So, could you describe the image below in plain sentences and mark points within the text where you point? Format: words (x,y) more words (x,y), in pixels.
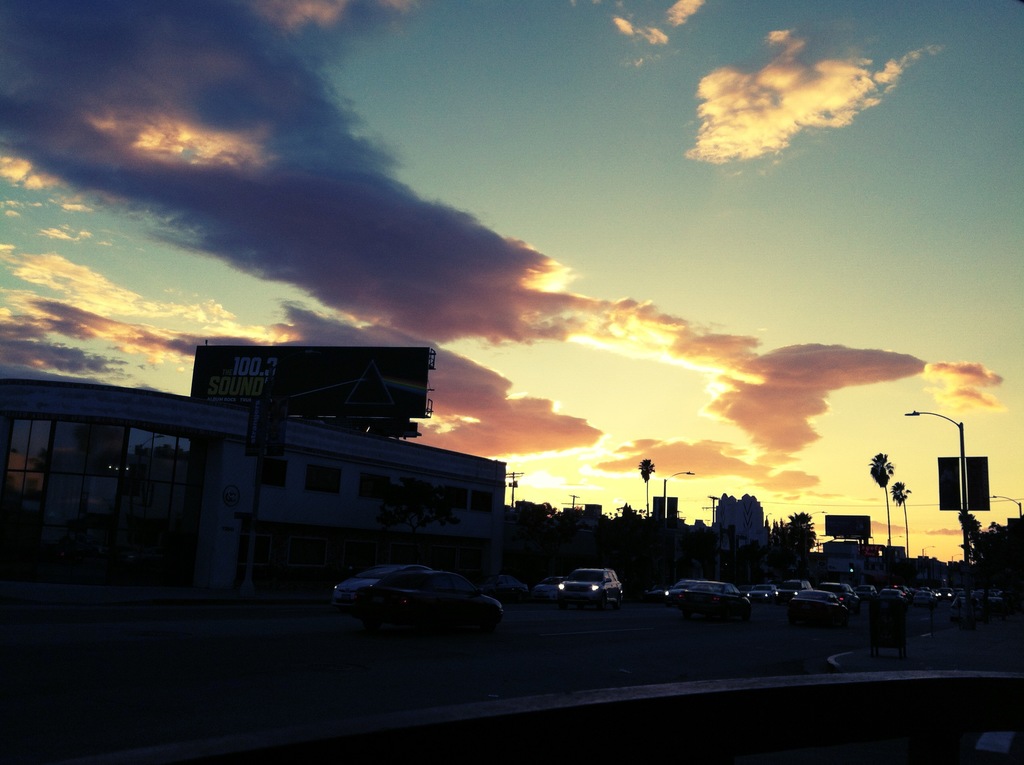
In the foreground (571,590) I can see fence (794,682), fleets of cars (690,605), vehicles (453,614) on the road (415,644), trees (981,588), light poles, boards (382,412), hoardings (408,373) and buildings (469,464). At the top (630,145) I can see the sky (543,261). This image is taken may be on the road (447,670).
